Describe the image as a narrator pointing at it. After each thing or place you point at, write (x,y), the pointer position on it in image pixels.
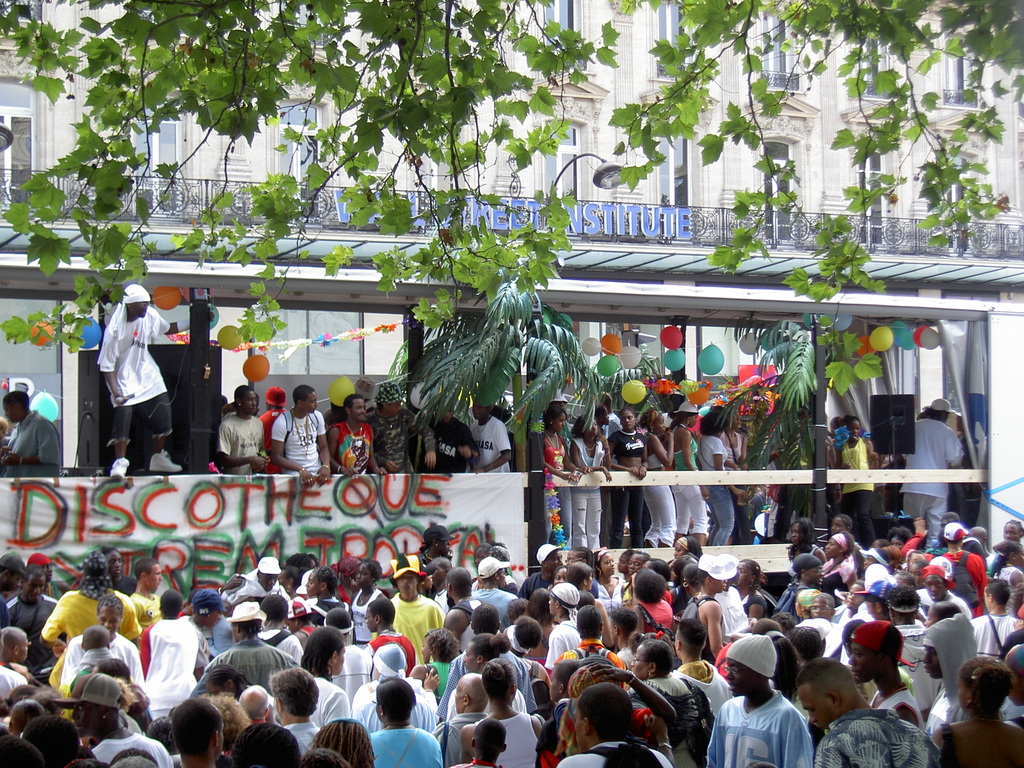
In this image there are people (501,704) standing, in the background (641,58) there is a building (606,261), at the top (266,75) there are leaves (227,102).
